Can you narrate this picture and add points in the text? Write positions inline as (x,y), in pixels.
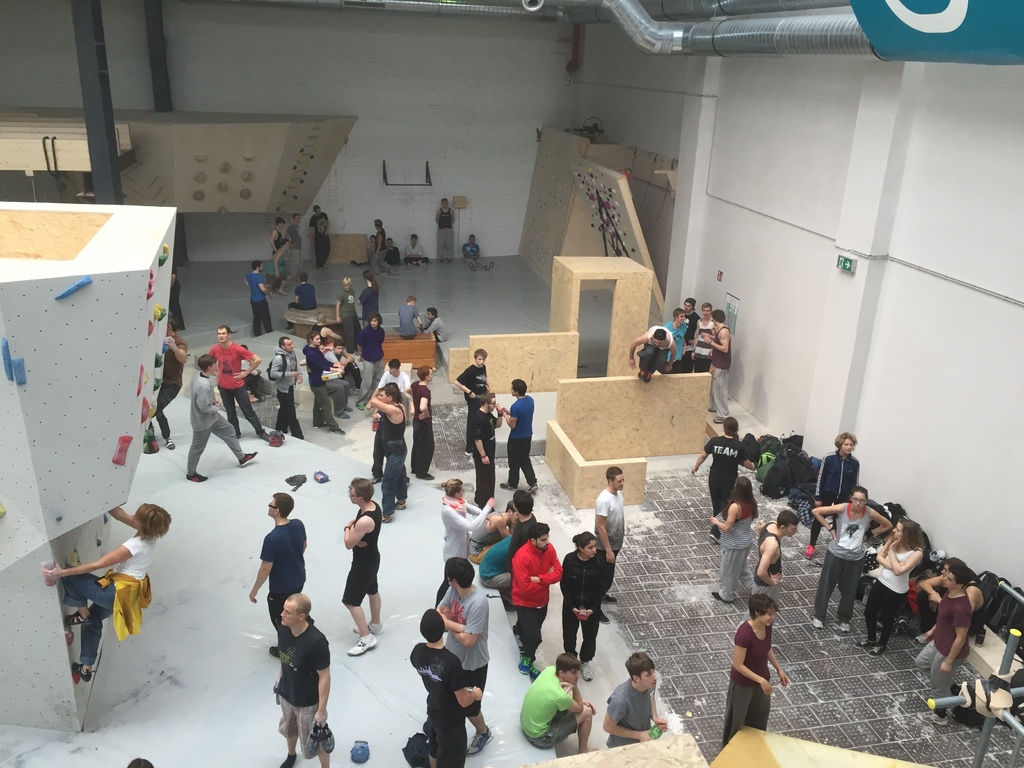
This picture shows inner view of a building (605,624) and I can see few people (485,605) standing and few are sitting and I can see a woman (116,560) climbing a wall (87,360), it looks like bouldering.
